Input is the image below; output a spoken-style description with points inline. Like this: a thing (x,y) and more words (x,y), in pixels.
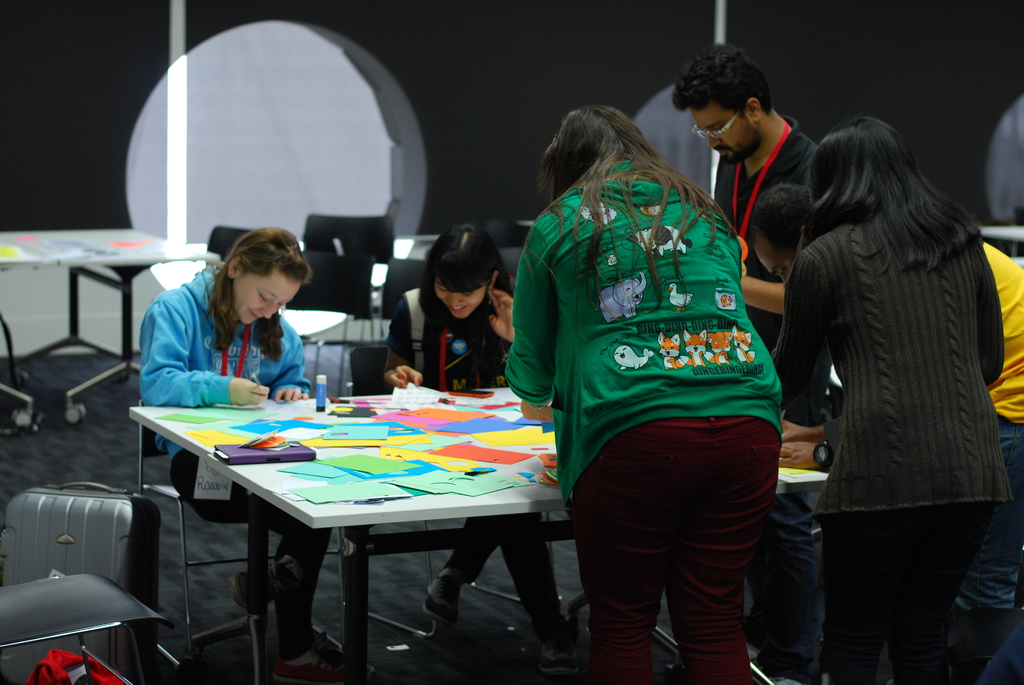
In the given image we can see that, there are person (632,281) some of them are standing and some of them are sitting. There are chair (101,616) and a table (368,506), on a table (346,505) there are many colorful paper (417,472) are kept.
